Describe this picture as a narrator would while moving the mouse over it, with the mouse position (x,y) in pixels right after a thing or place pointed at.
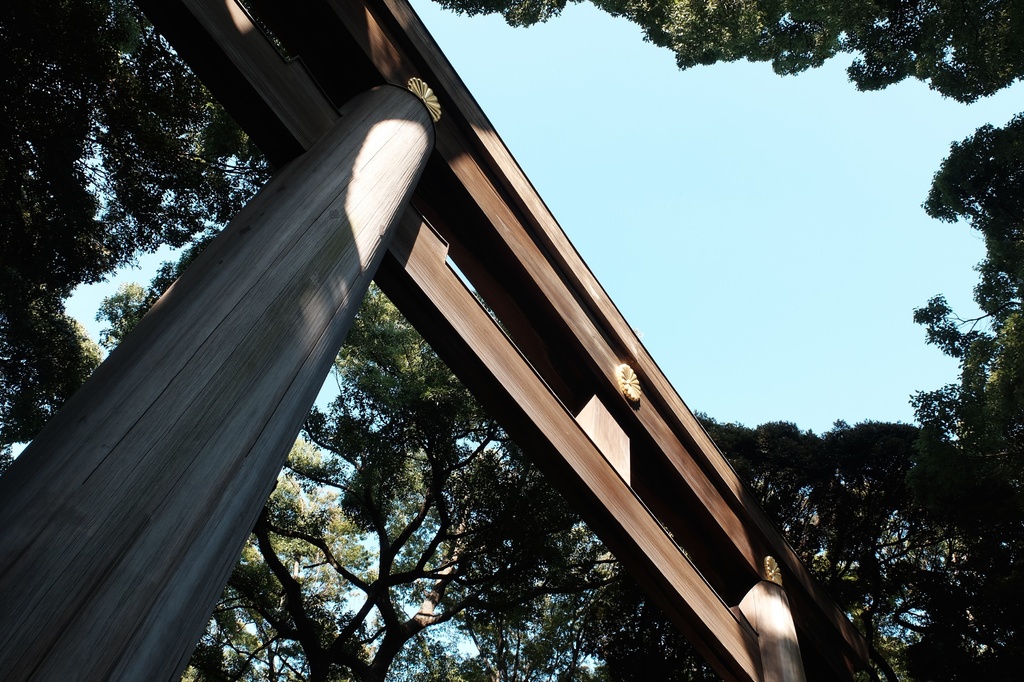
In the front of the image (412,119) there is a wooden pole (370,230) along with wooden boards (457,215). In the background of the image (651,282) there are trees (79,107) and the sky (548,156).
